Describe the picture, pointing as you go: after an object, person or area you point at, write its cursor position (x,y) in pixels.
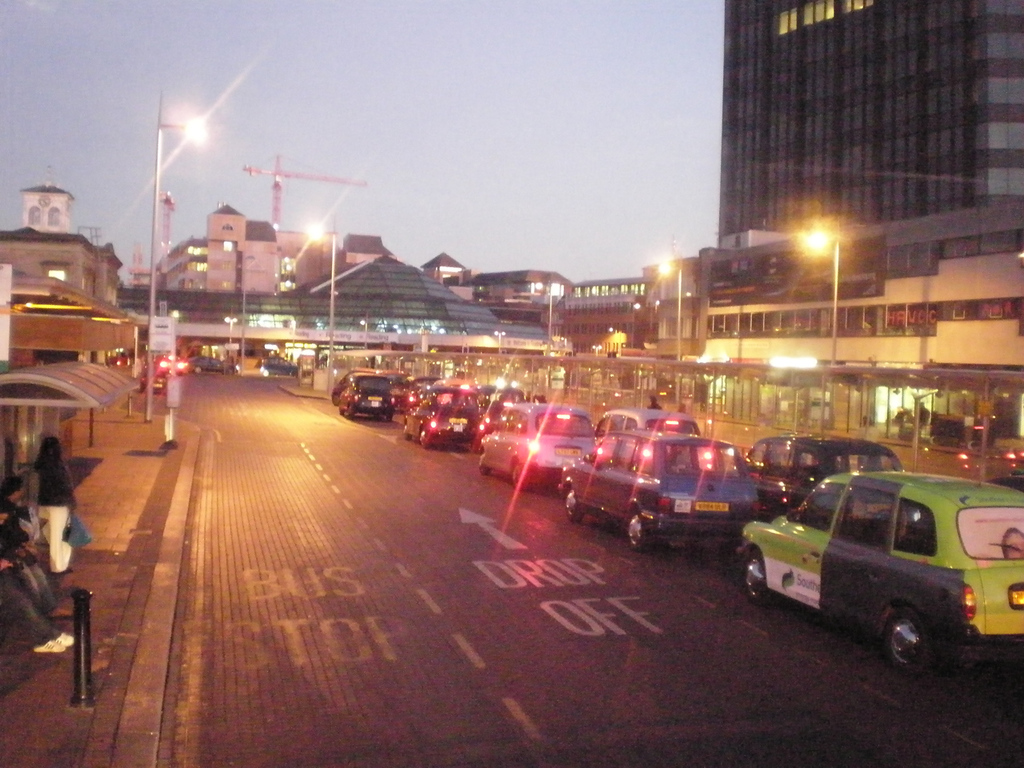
In this image I can see a road (313,483) in the centre (346,482) and on it I can see number of vehicles (267,364). I can also see something is written on the road (385,490). On the both sides of the road (485,482), I can see number of poles (174,382), street lights (153,347), number of buildings (229,273) and on the left side of the image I can see a white colour board (166,319) on the one pole (154,355). On the bottom left side of the image (49,633), I can see three persons (19,515) on the footpath (62,580) and in the background (455,124) I can see the sky (198,197).
